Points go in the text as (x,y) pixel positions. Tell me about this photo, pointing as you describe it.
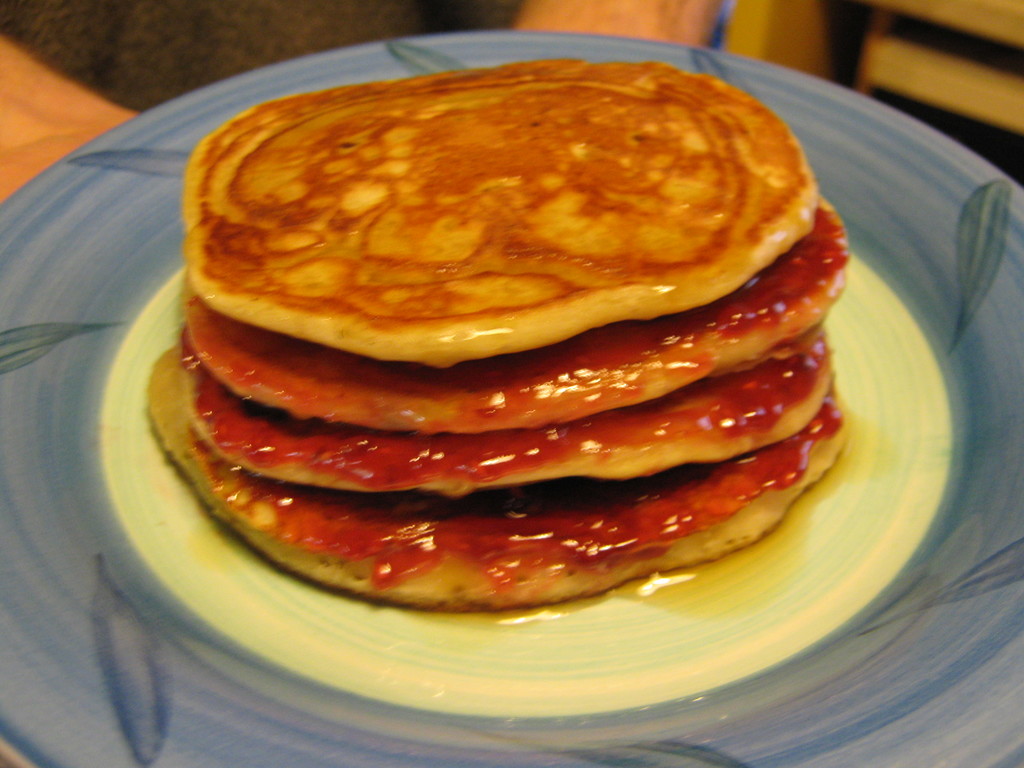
In this image in the middle (389,269), there is a plate (538,618) on that there are pancakes (570,412).
